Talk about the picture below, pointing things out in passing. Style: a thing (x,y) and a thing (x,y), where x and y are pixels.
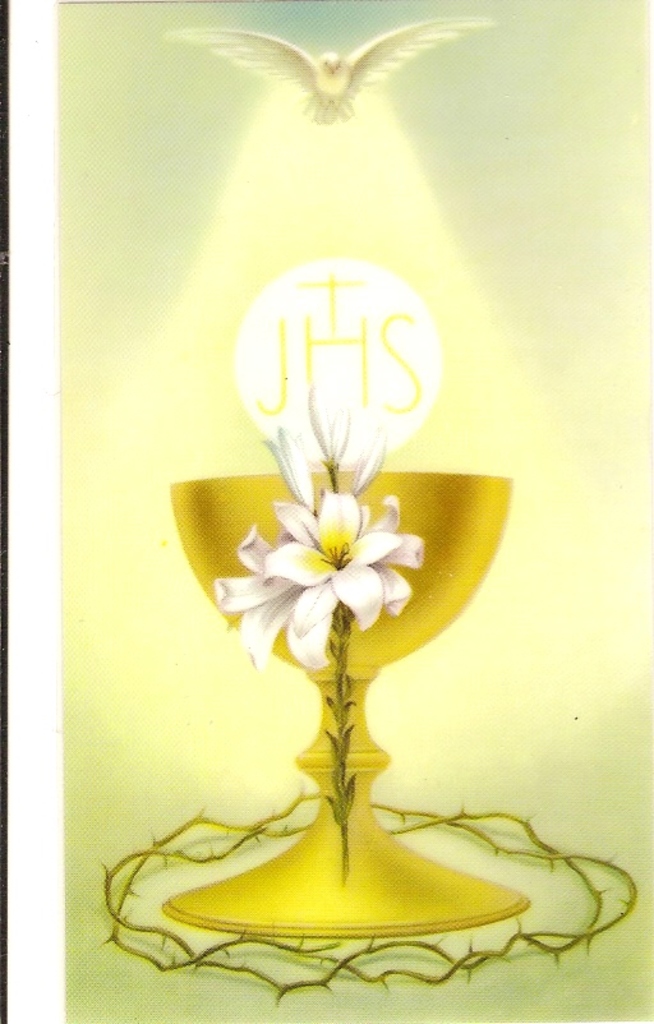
In this image I can see the flowers (310,581). I can see the glass (309,868). At the top (331,64) I can see a bird (331,82).
